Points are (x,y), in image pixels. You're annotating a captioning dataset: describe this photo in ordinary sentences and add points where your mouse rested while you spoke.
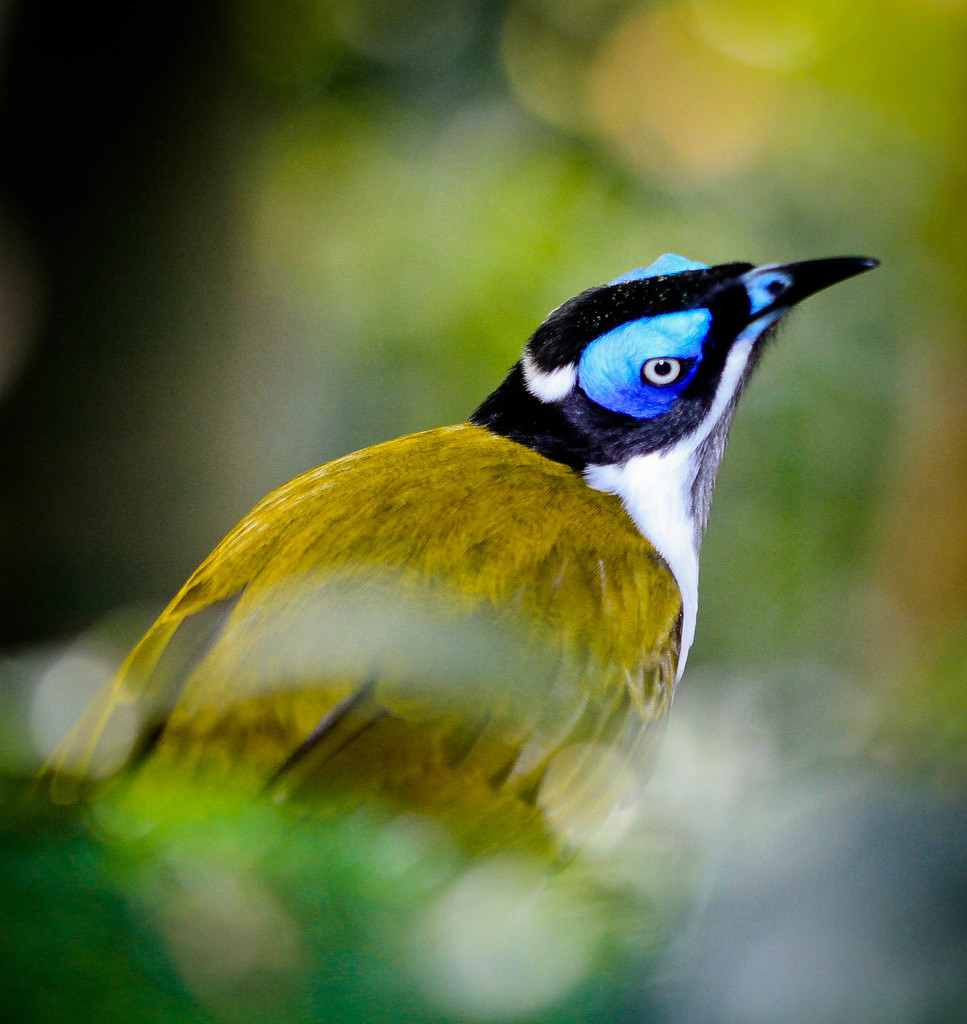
In the center of the image (643,566) we can see a bird (685,474).
